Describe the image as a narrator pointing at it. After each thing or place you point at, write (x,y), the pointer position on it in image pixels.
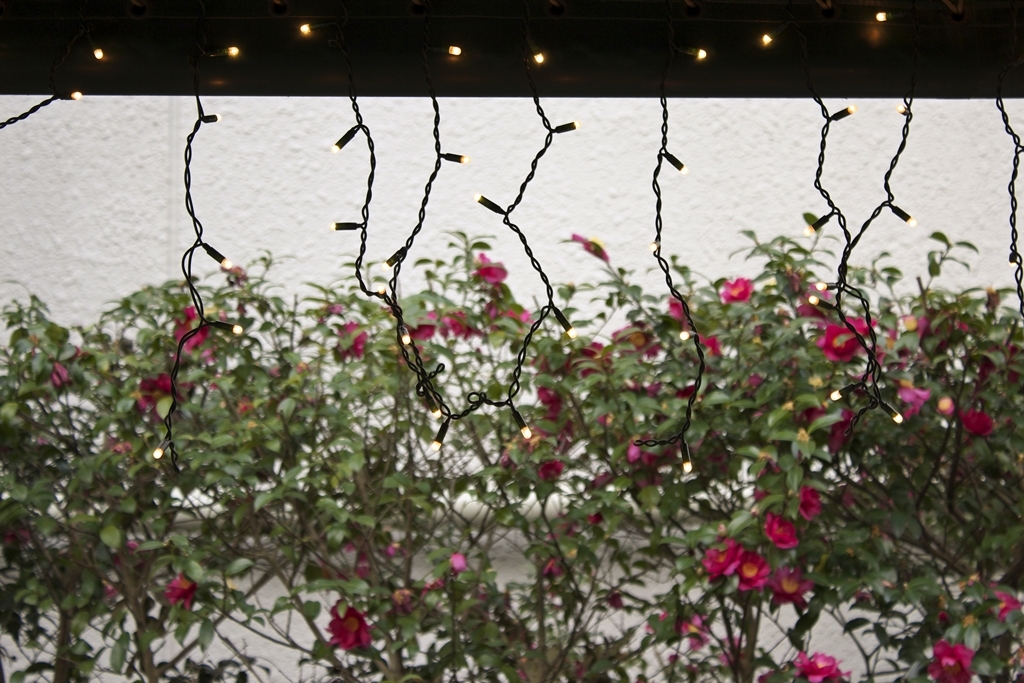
In this picture we can see flower plants (770,572). We can see pink flowers (713,558). In the background (837,188) we can see the wall (742,188) and decorative lights (189,198).
